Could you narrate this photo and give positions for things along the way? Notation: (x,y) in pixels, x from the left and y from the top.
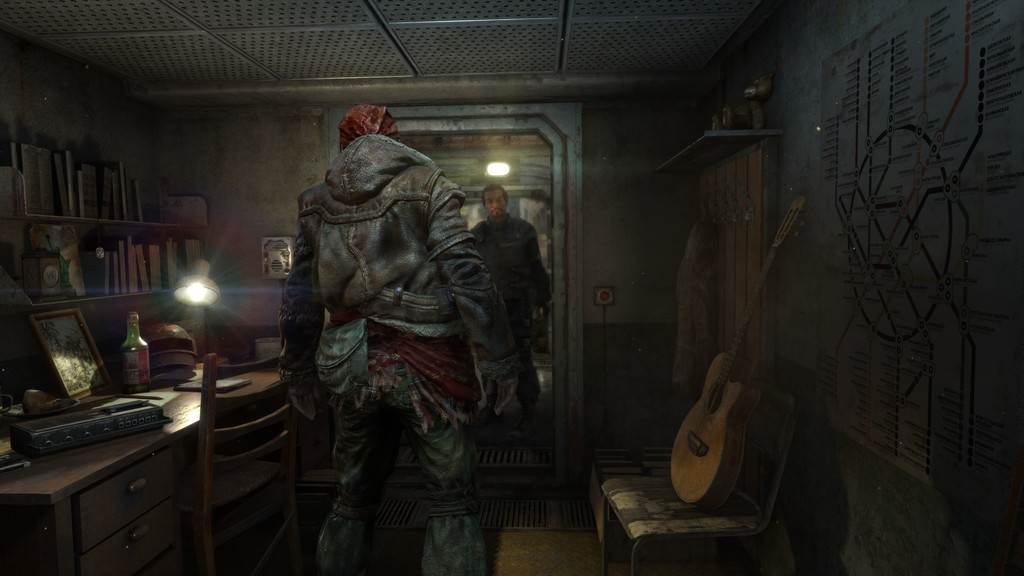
In the image in the center (407,257) we can see two persons (523,253) were standing. On the right side (716,382) we can see the guitar (713,415) on the chair (752,417) and some more objects (745,124). And on the left side (45,426) we can see the table (76,473), on table (184,416) we can see shelf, In shelf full of books (106,285) and frames (76,367). bottle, keyboard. light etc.
